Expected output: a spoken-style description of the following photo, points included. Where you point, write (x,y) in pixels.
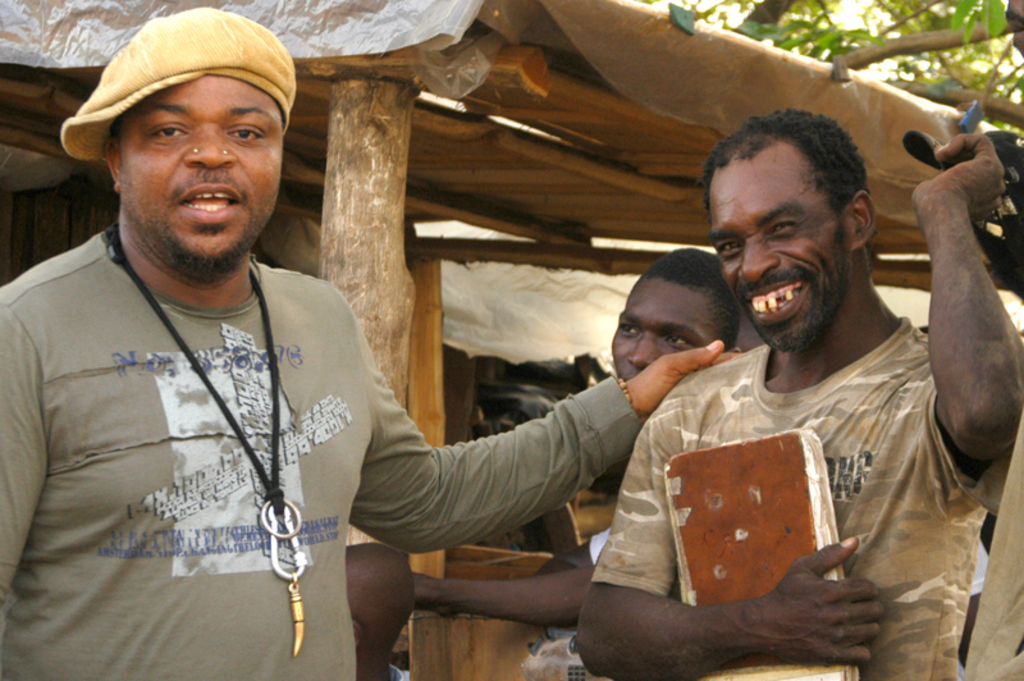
In this image, I can see two men (429,538) standing. This man (768,595) is holding a book (783,564) and smiling. I can see another person (634,361) behind this man (793,402). It looks like a shelter (563,134). I can see a wooden pole (391,180). At the top right side of the image (829,26), I can see the branches (774,18) and leaves (849,36).
